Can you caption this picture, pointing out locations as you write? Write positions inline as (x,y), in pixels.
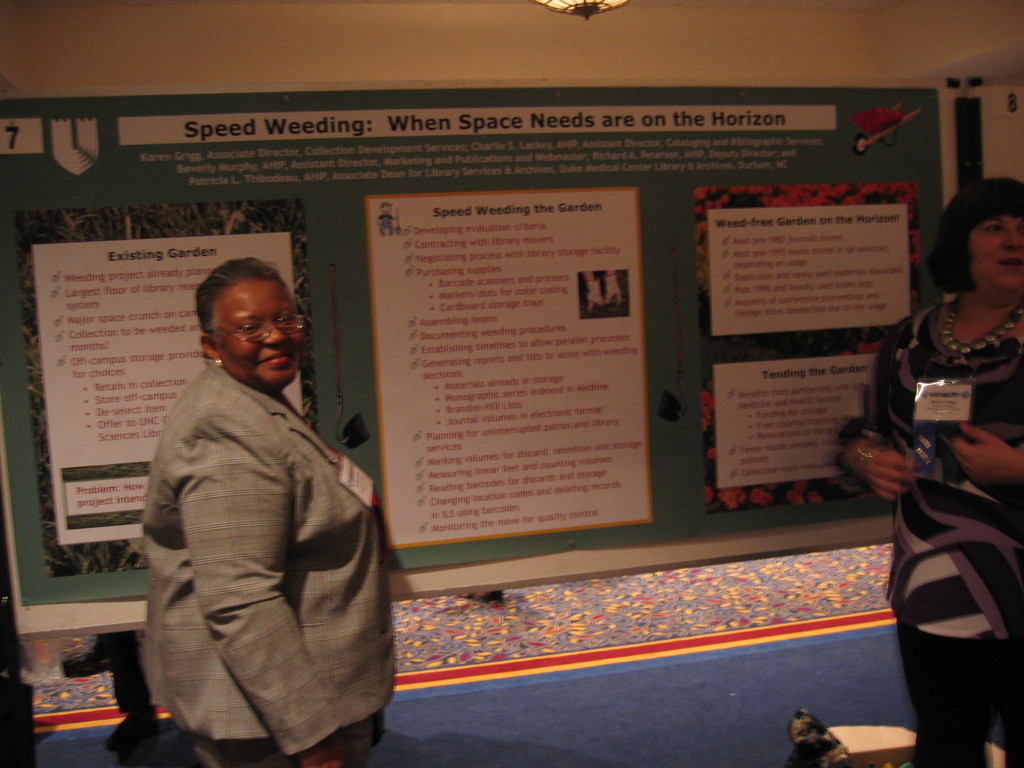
In this image, we can see two women (392,656) are standing and smiling. They are wearing badges (346,481). Background (639,392) there is a board (829,306). We can see poster (480,451). At the bottom (625,728), there is a blue color. Top of the image (580,16), we can see the light (578,3).
